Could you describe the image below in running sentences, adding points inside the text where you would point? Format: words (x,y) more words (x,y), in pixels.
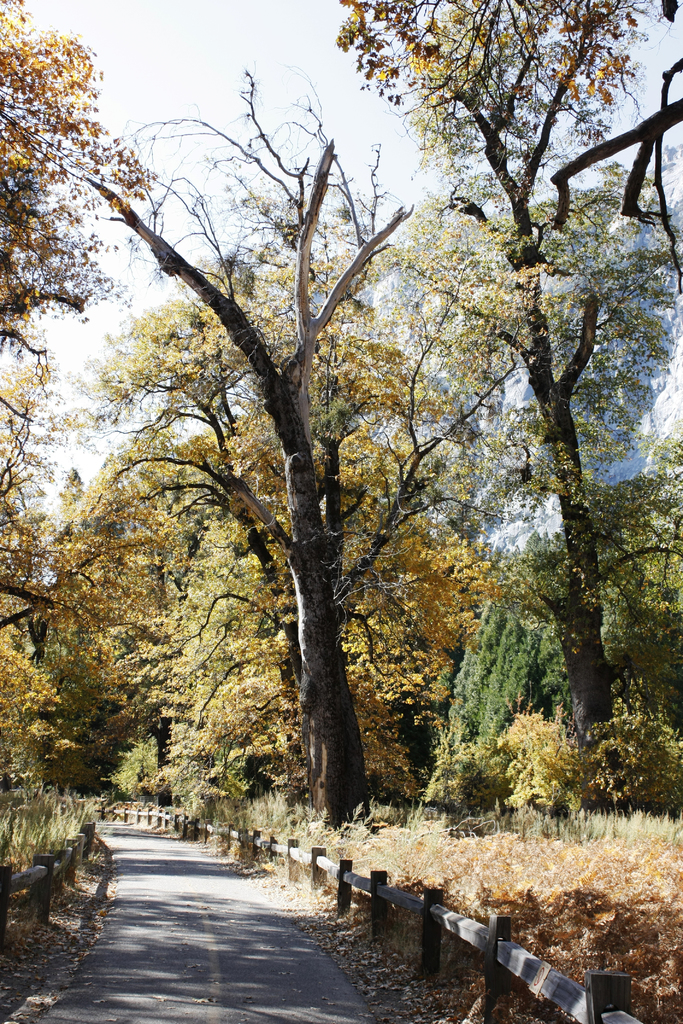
At the bottom of the image (240,945) there is a road (256,979) and we can see fences (32,881). In the background (176,576) there are trees (624,285) and sky (243,112). On the right (602,874) there is grass (603,903).
